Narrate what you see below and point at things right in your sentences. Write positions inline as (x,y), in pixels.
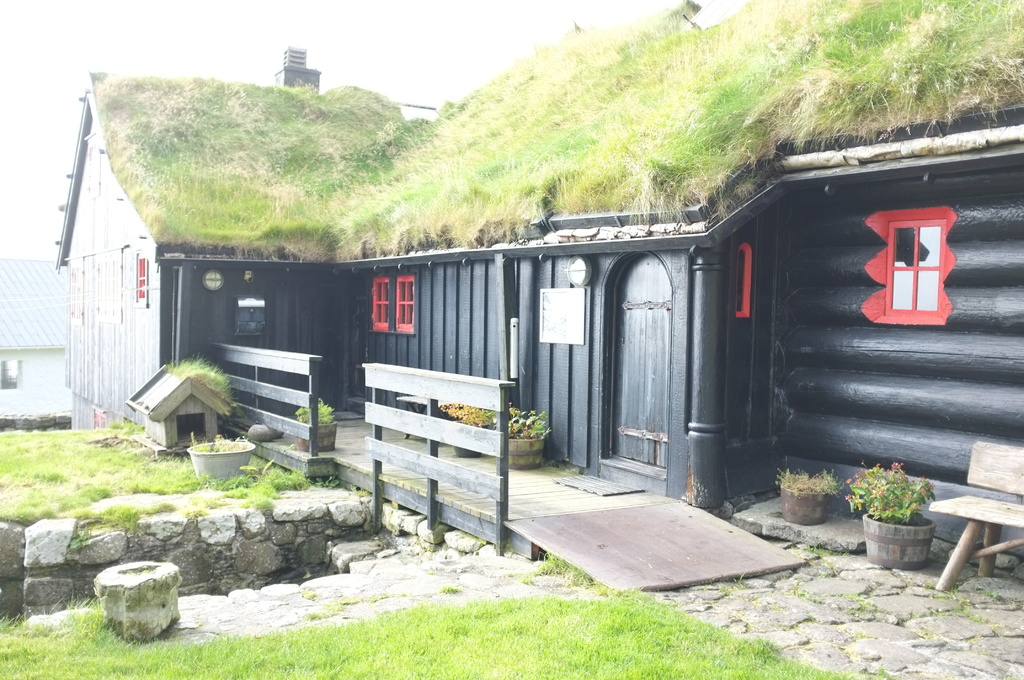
In this image there are houses (540,294), grass (466,673), rocks (307,511), railings (377,423), planter (875,496), bench (985,507), and sky (416,48). Land (89,473) is covered with grass (287,633).
